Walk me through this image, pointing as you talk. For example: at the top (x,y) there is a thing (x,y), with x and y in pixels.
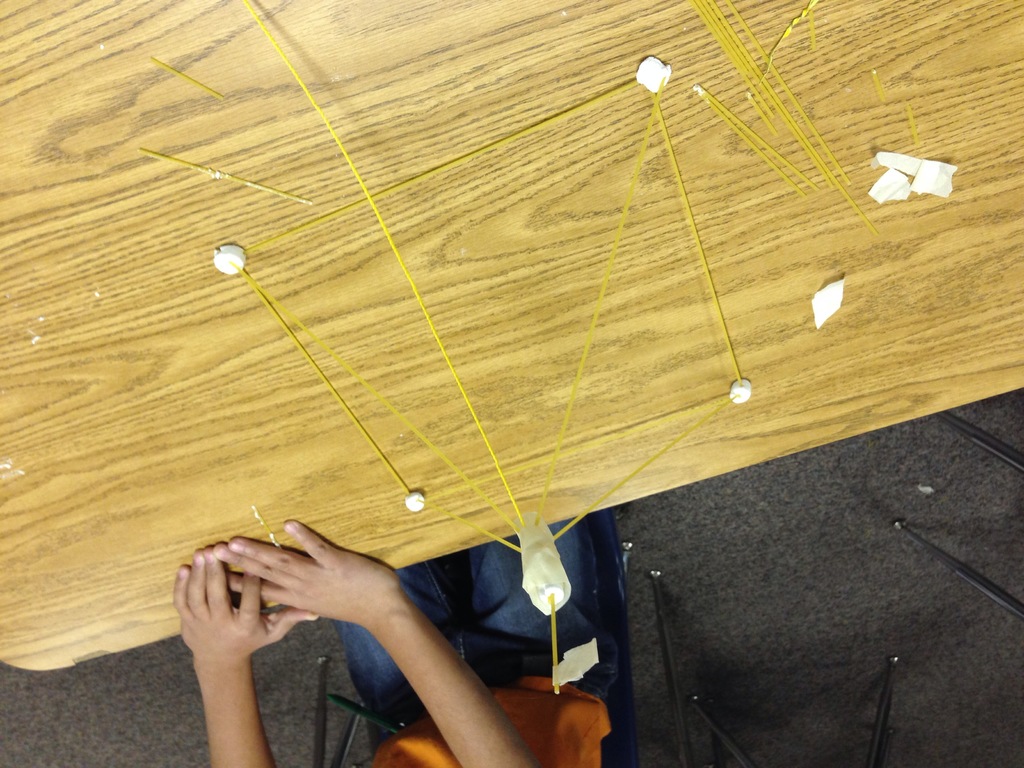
In this image I can see the person (470,662) sitting in-front of the table (439,362). On the table (511,361) I can see the cut pieces of paper (835,307) and the yellow color sticks (373,391). I can see the person (512,715) wearing the blue and an orange color dress (502,704).
